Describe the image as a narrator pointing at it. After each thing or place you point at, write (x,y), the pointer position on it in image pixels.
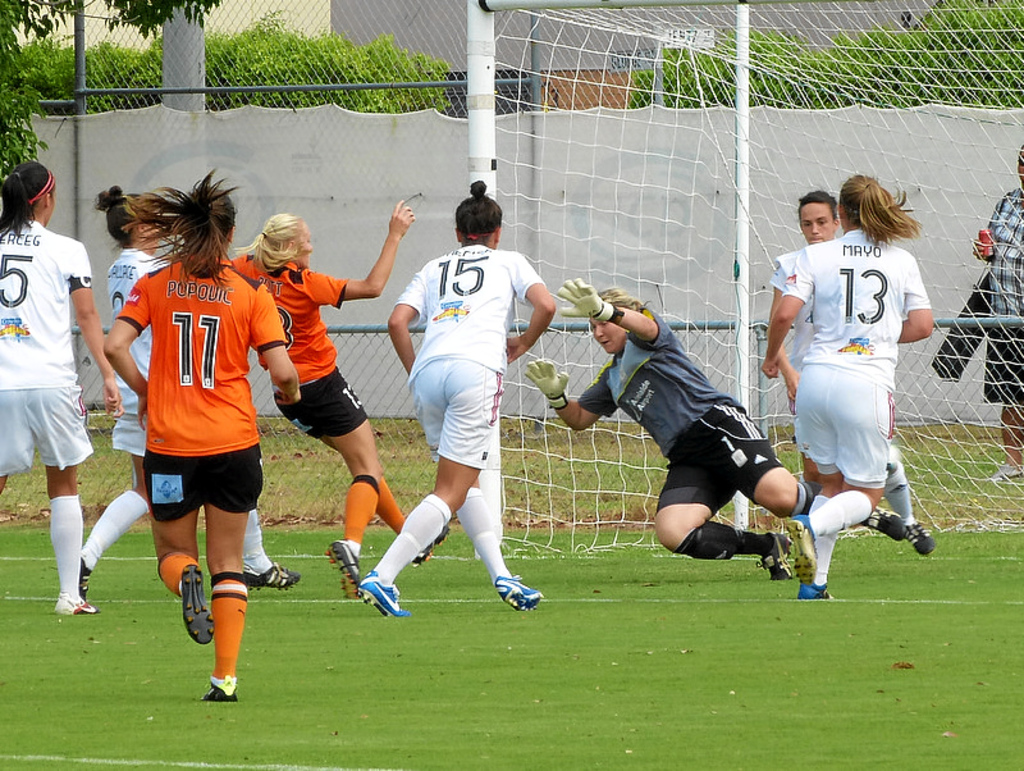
In the image a group of women (593,419) are playing some game in the ground (20,578) and behind them there is a mesh (587,108), behind the mesh (196,86) there are some trees (253,56).
